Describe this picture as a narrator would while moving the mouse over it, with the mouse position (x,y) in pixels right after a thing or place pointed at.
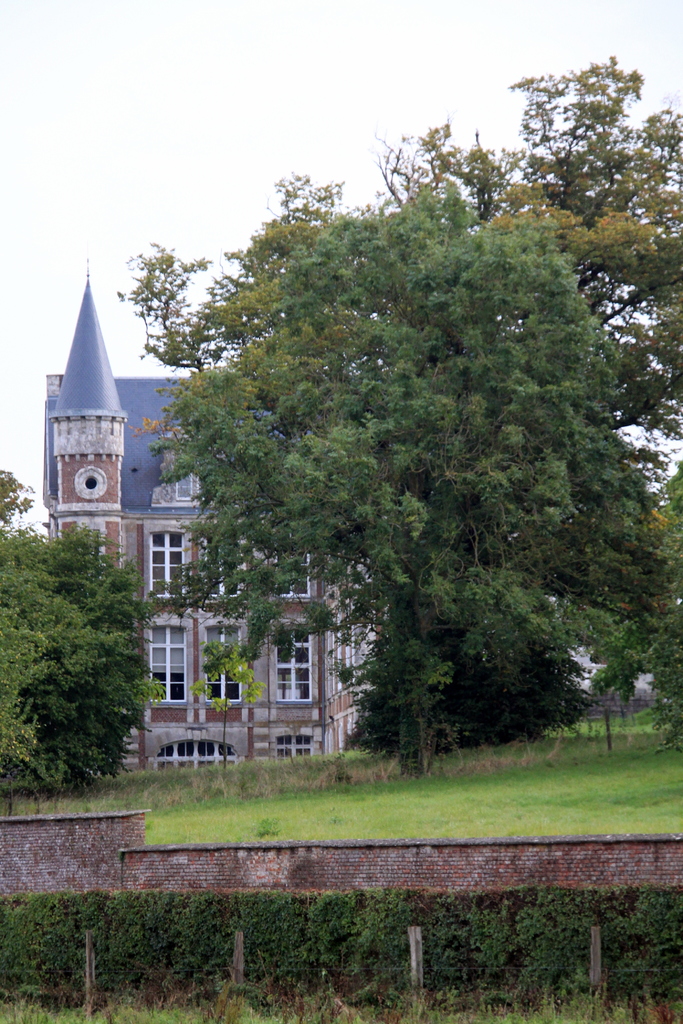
We can see plants (678,962), wall (28,864), grass (471,797) and trees (23,736). In the background (165,620) we can see building (181,480) and sky (122,172).
